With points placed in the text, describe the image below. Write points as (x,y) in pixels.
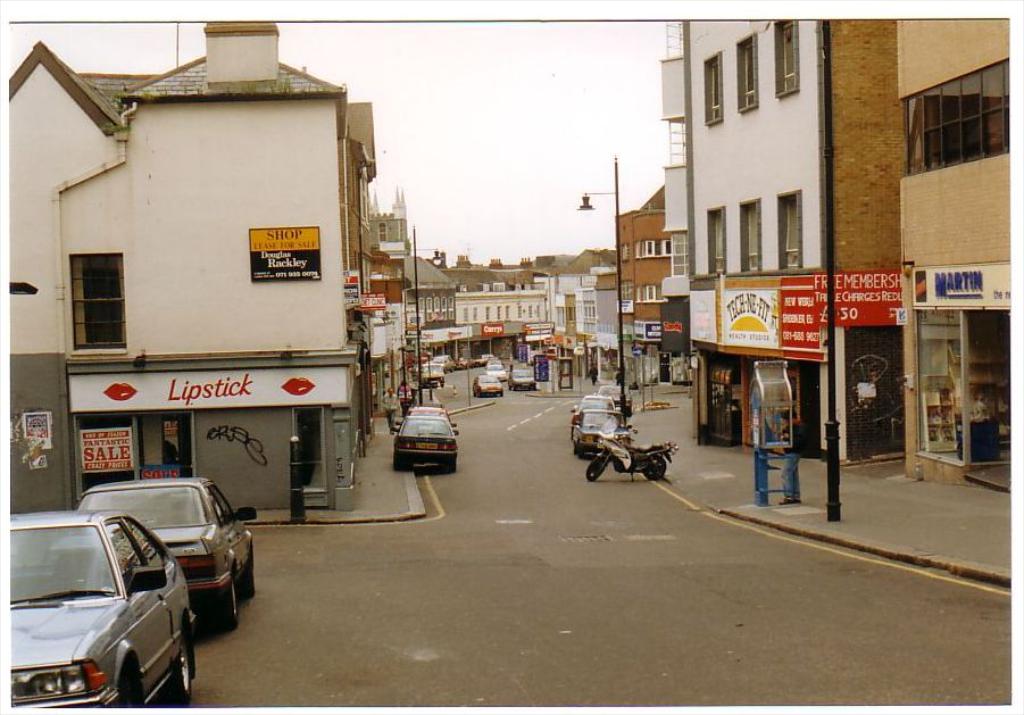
In the foreground of this image (365,568), there are vehicles (600,427) on the road (539,554). On either side, there buildings (622,262), poles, boards (423,342) and at the top (505,57), there is the sky (430,63).
